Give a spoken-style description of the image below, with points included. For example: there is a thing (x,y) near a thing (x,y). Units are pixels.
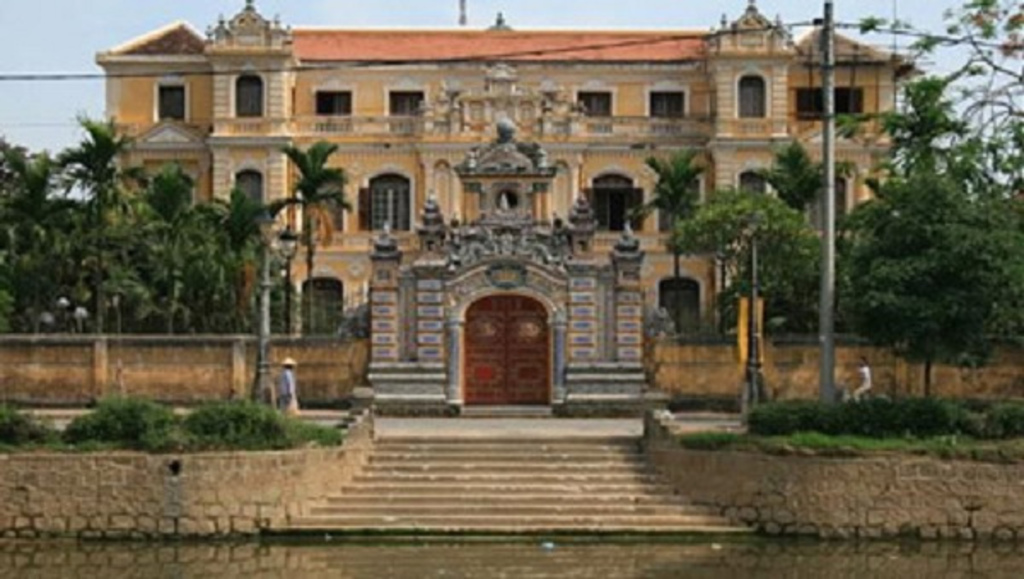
In this image there is a building (421,119) in the middle (555,204). In front of the building (447,102) there is a door (509,352). There are trees (164,272) on either side of the building (438,174). At the bottom (466,549) there is water (572,565). In front of it there are steps (496,478). There is a wall (106,369) around the building (370,39). At the top (385,15) there is sky (327,18). On the right side (824,342) there is an electric pole (827,302) in the garden (829,414).
